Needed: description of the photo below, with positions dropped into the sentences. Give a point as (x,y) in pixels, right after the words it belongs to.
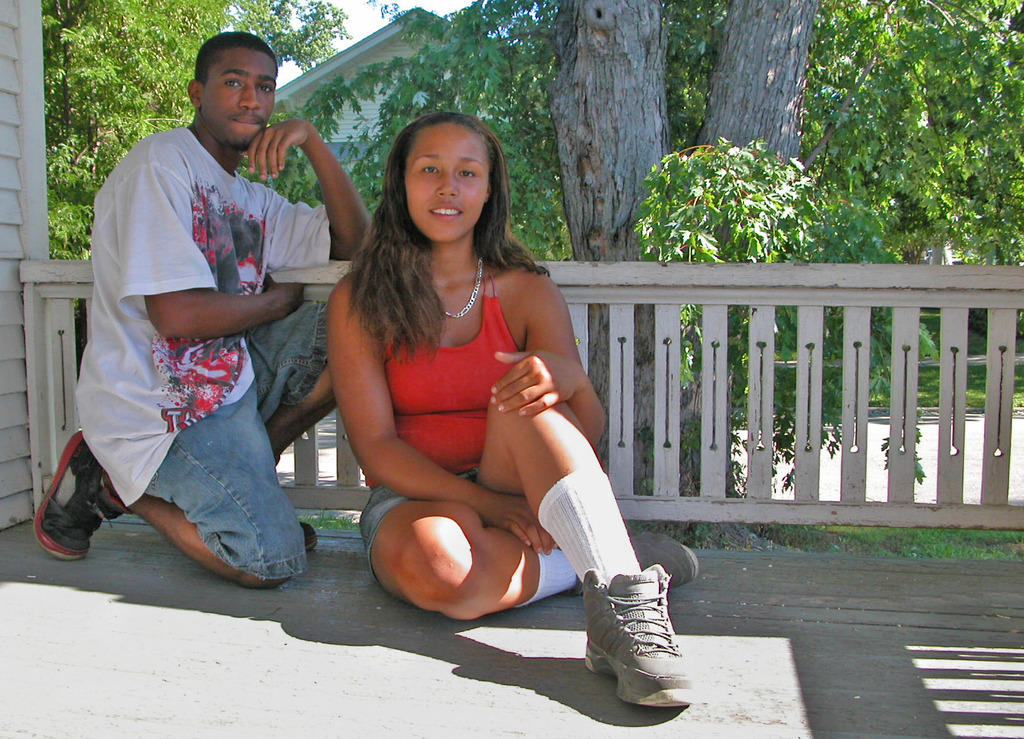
In this image there are two people (200,527) posing for a picture, one among them is kneeling down and behind them there is a railing (56,323), in the background (757,43) there are trees (572,61) and a house (293,109).
